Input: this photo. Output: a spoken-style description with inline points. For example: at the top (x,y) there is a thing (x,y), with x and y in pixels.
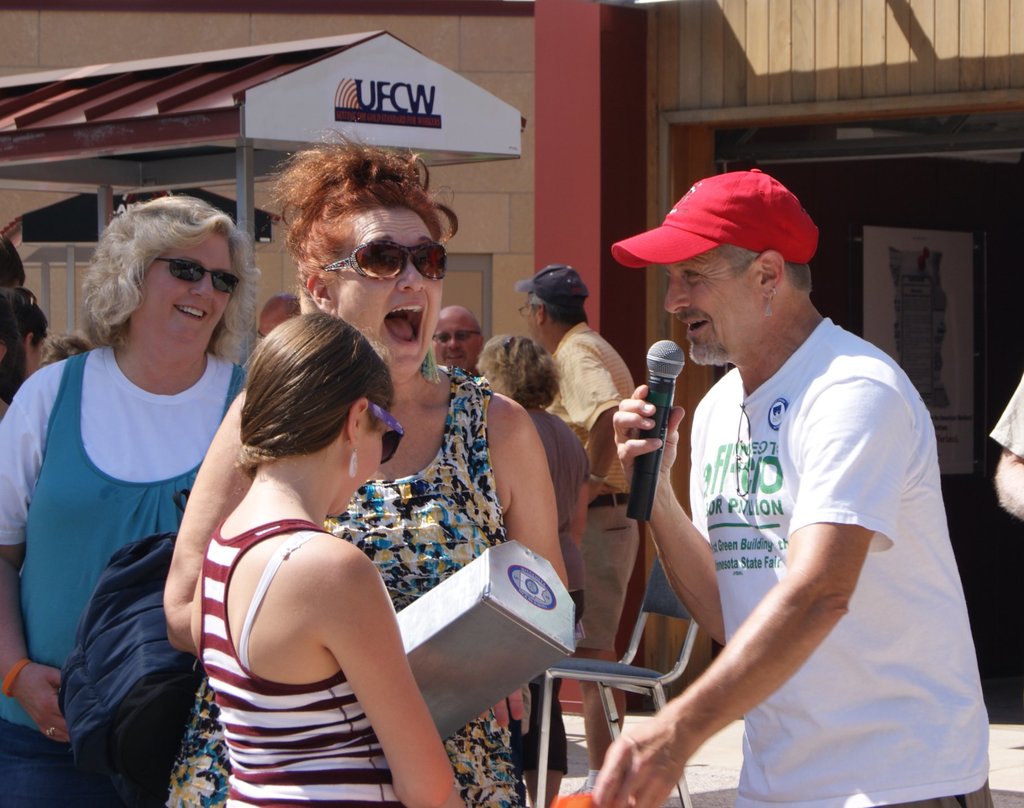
In this image I see 3 women (94,301), in which 2 of them are smiling and I see a man (703,307) who is holding the mic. In the background (587,355) I see few people (598,342).
